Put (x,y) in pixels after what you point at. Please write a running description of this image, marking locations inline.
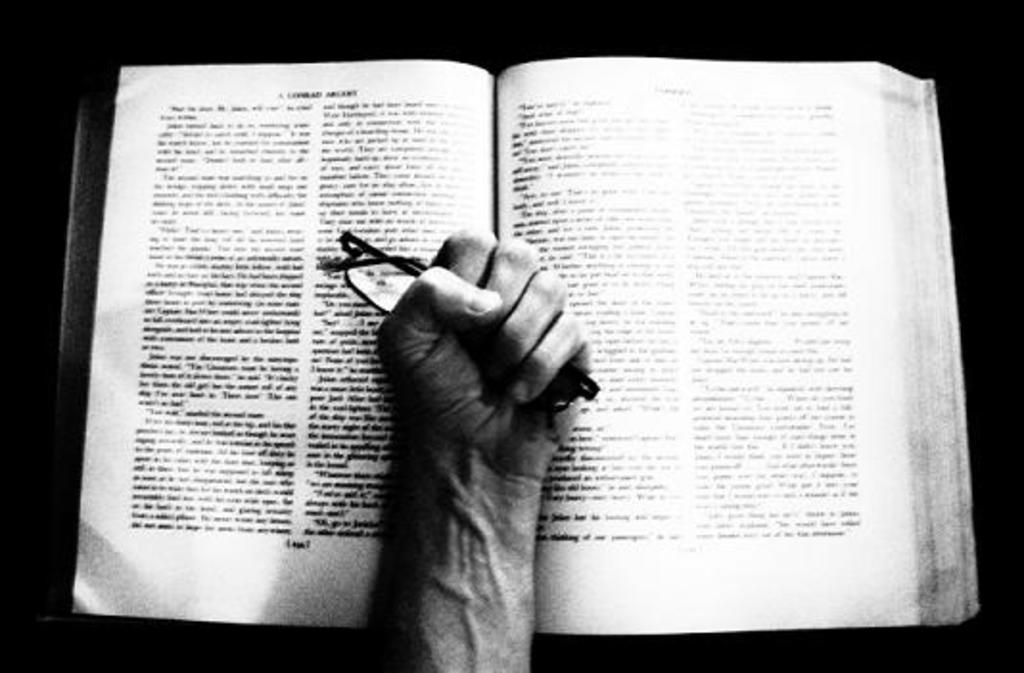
This is a black and white picture. In the center of the picture (463,308) there is a person's hand (469,311) holding spectacles (387,280). In this picture there is a book (551,135).
